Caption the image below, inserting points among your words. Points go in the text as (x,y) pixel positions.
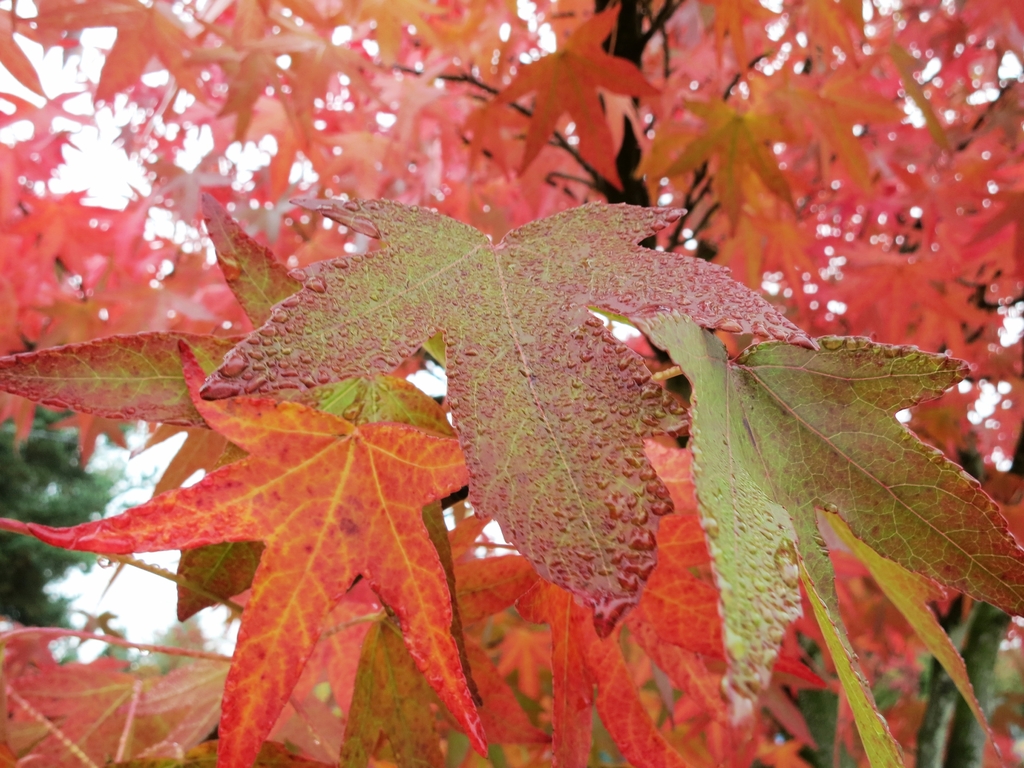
In this image there are trees (360,406).
